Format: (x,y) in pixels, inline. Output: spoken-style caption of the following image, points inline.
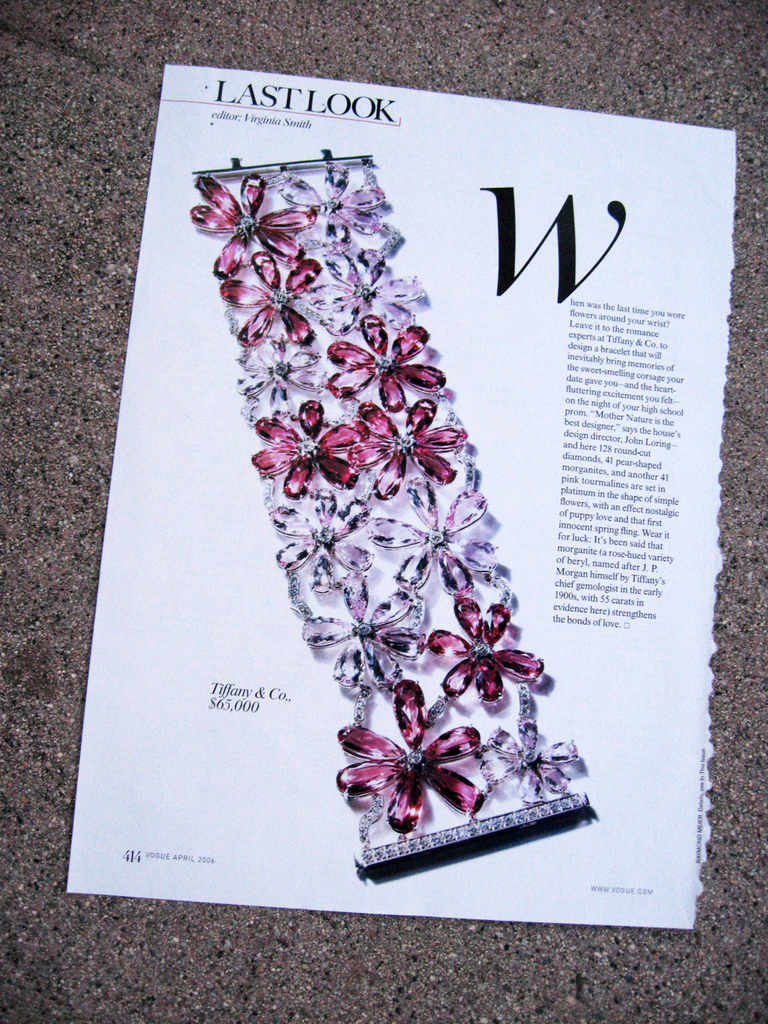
This picture shows a paper (368,645) with text (619,460) and picture of a ornament (437,557).
